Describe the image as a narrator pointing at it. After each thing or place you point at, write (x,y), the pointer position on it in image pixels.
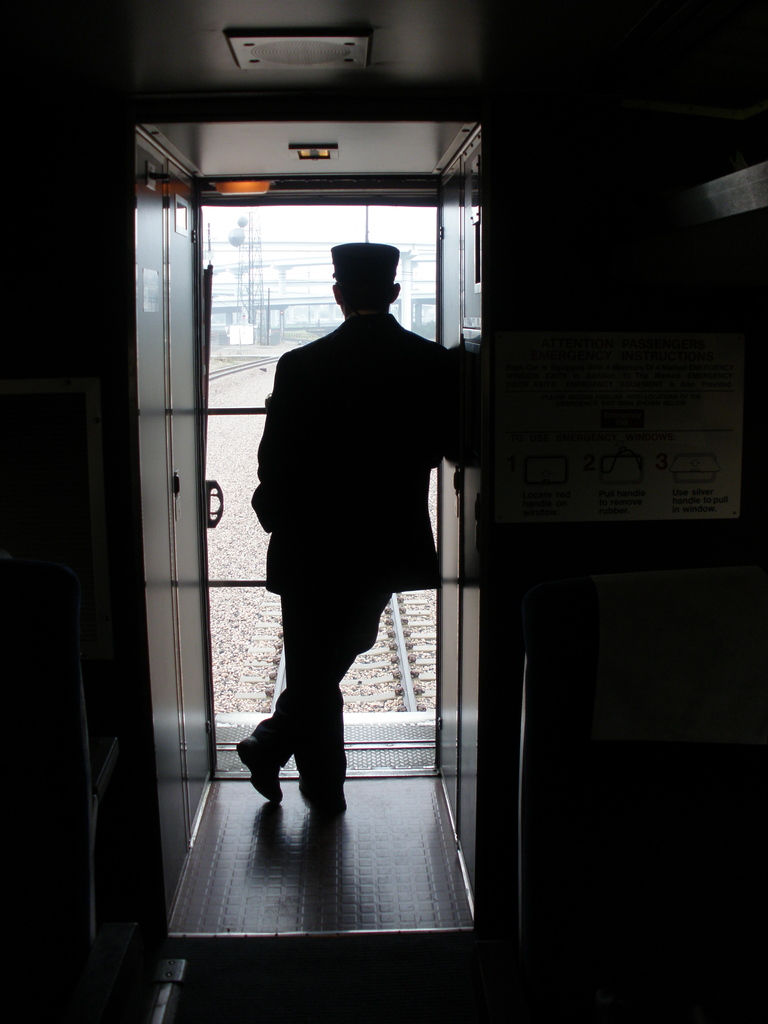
In this image I can see a person (322,523) standing, background I can see a door (179,295) and few poles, few tracks (256,361), a tower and the sky (281,235) is in white color.
